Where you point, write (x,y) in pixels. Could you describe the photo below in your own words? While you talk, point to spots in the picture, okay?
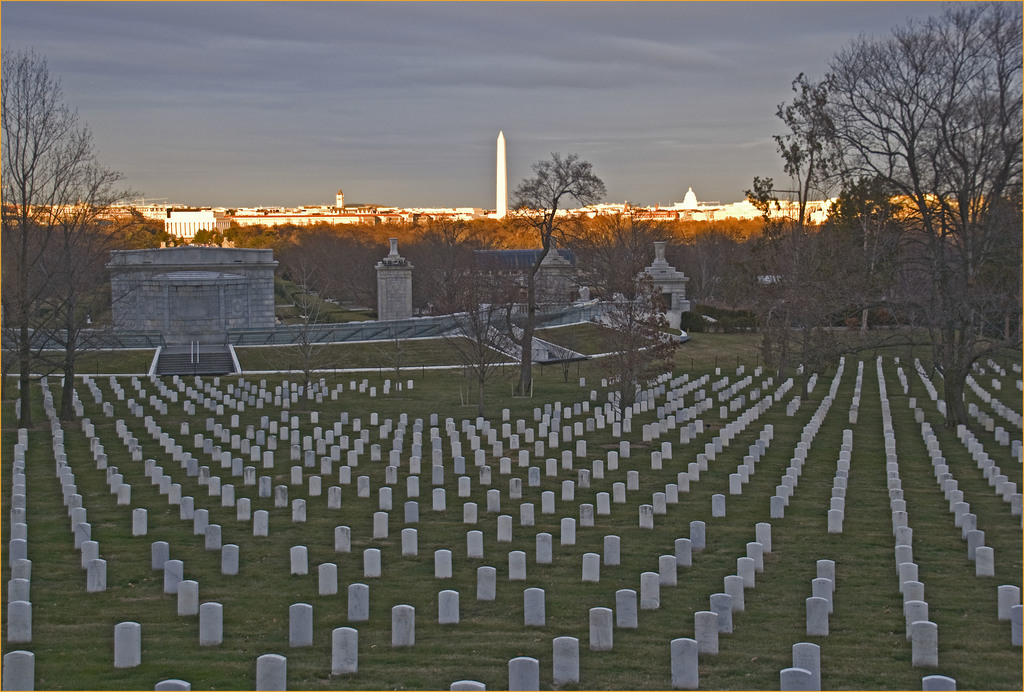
In the foreground of this image (588,520), there are many headstones (444,492) on the grass land (469,620). In the background (564,255), there are trees (532,306), stairs (207,373), walls (429,331), buildings (484,214) and the sky (503,39). We can also see a tower (499,203) in the background (503,184).
